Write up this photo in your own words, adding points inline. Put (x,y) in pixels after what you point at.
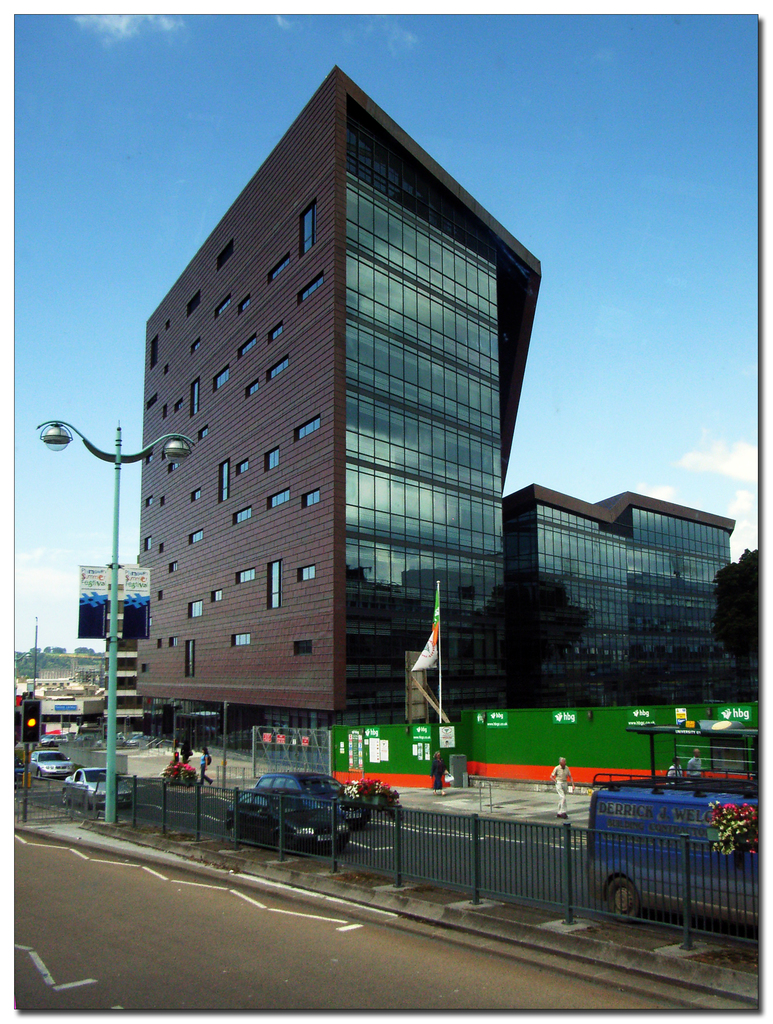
In this image we can see some people (435,786) standing on the ground (488,793), we can also see some vehicles (293,821) parked on the ground (424,799). In the foreground of the image (437,885) we can see some flowers (755,834) on a barricade (313,845), some banners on a light pole (117,495). In the center of the image (442,652) we can see some buildings (252,578) with windows (443,684), a flag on a pole (441,700). In the right side of the image (728,618) we can see a tree (737,581). At the top of the image (552,64) we can see the sky (341,69).
